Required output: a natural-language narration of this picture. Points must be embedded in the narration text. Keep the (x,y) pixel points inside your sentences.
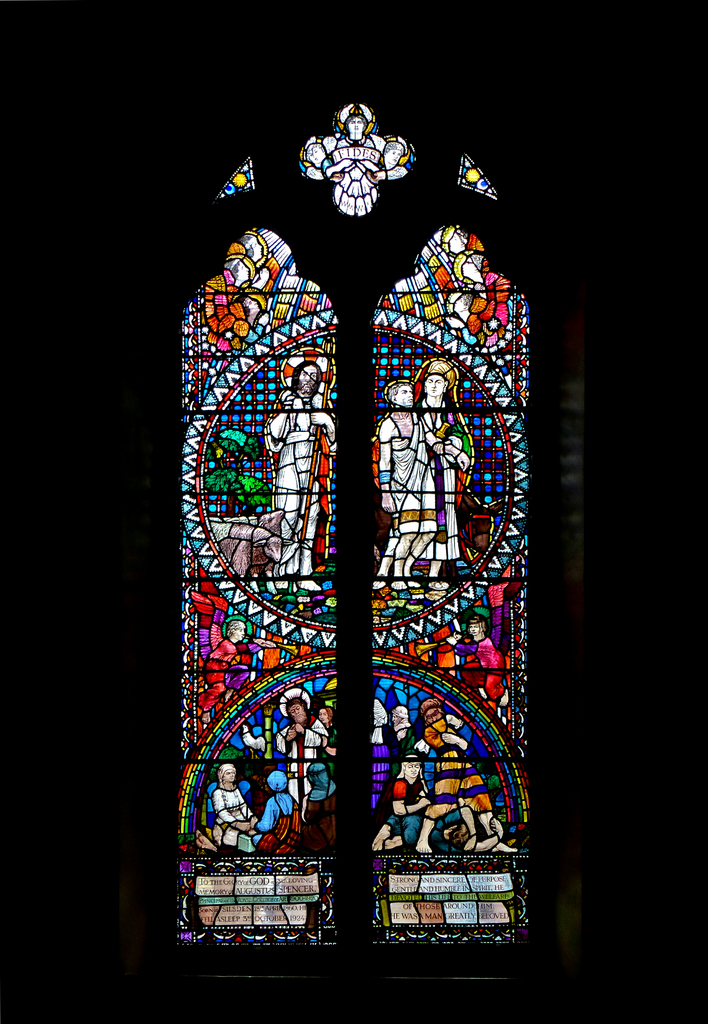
In this picture we can see a stained glass (305,691), there is a dark background (603,174).
